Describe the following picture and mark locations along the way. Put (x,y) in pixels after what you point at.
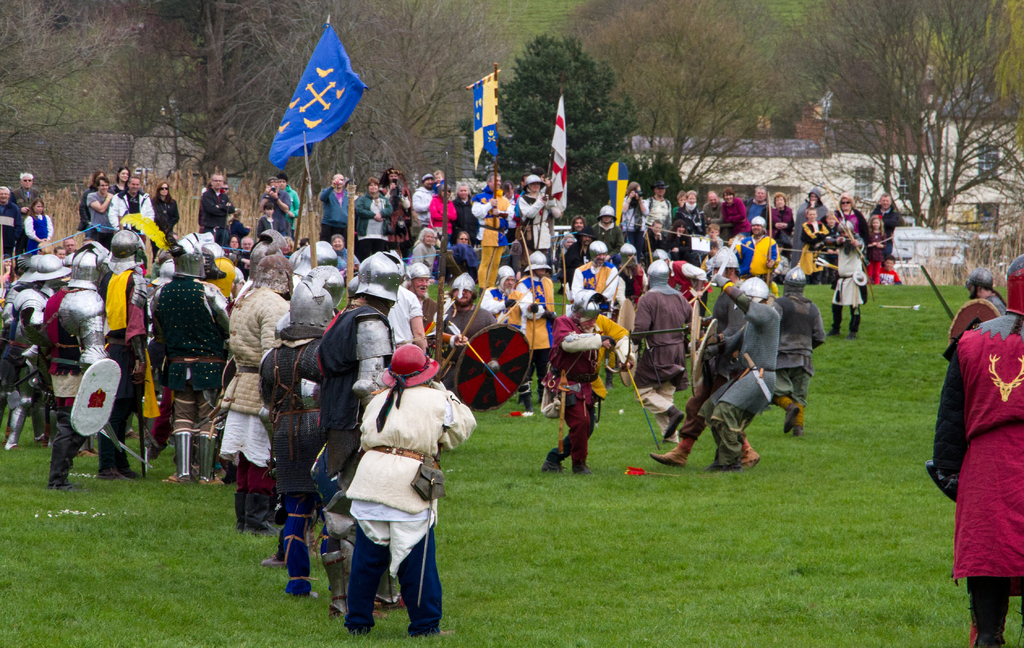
In this image I can see an open grass ground (831,434) and on it I can see number of people (971,342) are standing, I can also see few of them are holding shields (483,338). In the center of this image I can see few flags (487,80) and in the background of this image (74,108) I can see number of trees (231,29) and few buildings (103,138).
